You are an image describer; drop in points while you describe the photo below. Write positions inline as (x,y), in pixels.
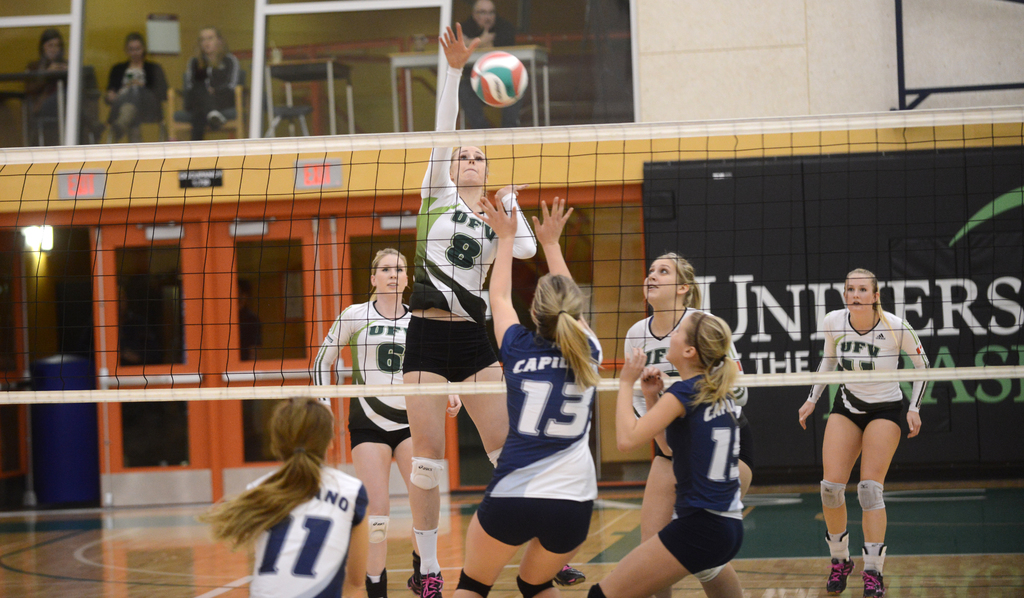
In this image, we can see people (830,331) wearing sports dress (544,390) and are playing volleyball and in the background (142,173), we can see a ball (518,64), a net (194,155) and some people (137,78) sitting on the chairs (92,69), some tables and there is a light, a wall (659,72) and some boards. At the bottom (108,554), there is a floor (141,561).
